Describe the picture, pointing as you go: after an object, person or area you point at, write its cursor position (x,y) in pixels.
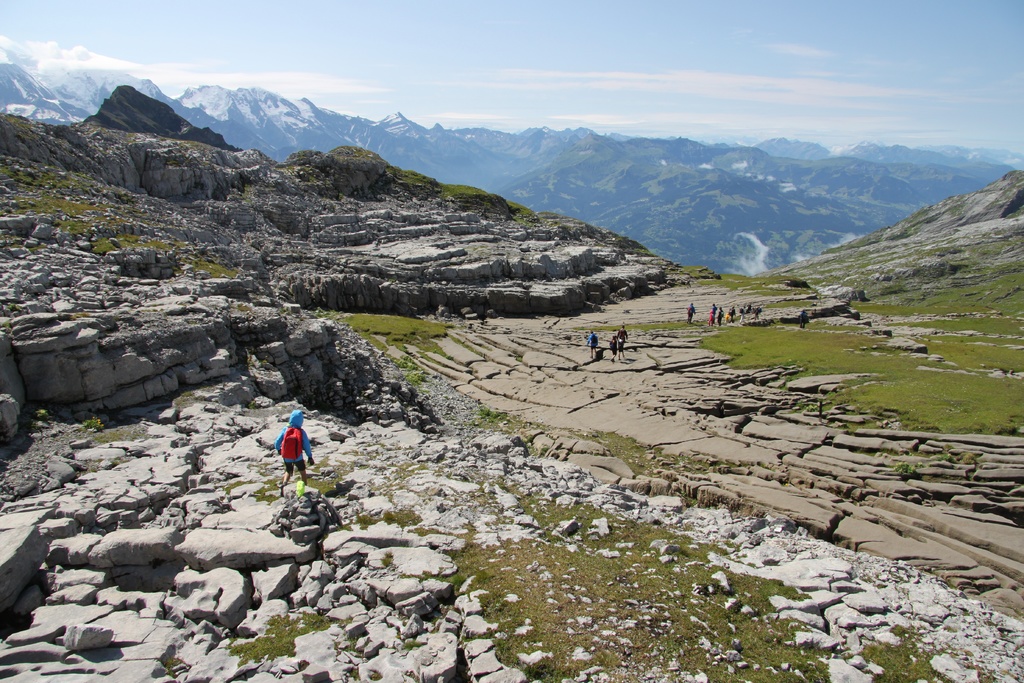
In the image there is a kid (295,413) in blue hoodie (277,440) and red bag (292,456) walking on the rocks (363,559), in the back (612,347) there are many people (594,338) walking and beside there is grass (859,337), over the background (58,113) there are hills (99,89) covered with snow (214,104) and above its sky (548,68) with clouds (747,74).
